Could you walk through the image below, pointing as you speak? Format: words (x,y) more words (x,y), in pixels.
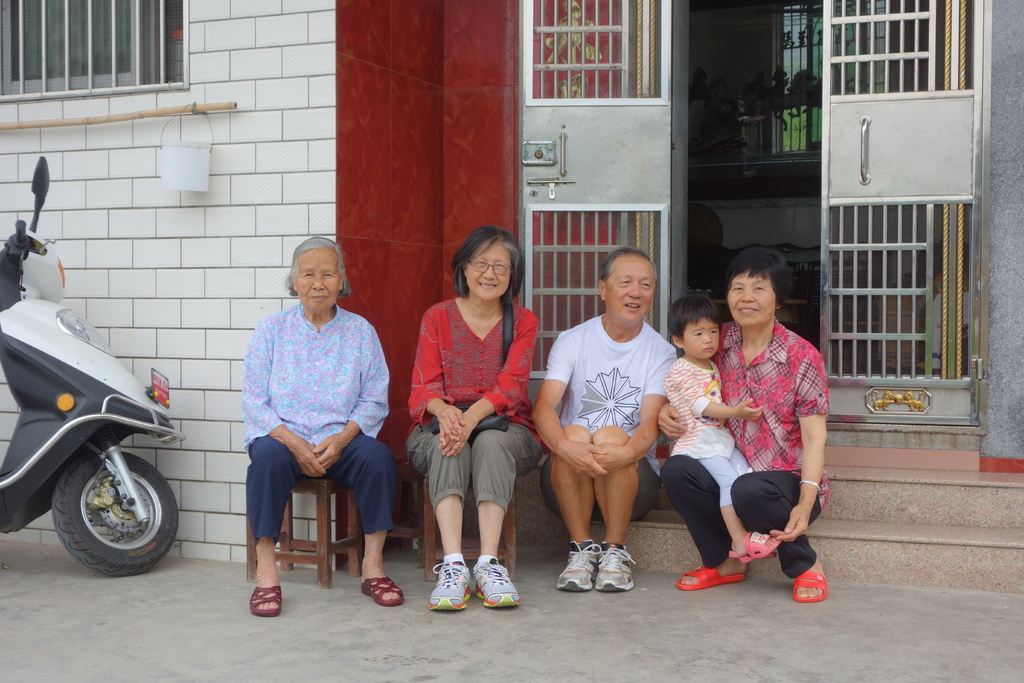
In this image we can see people (568,385) sitting. In the background of the image (1006,10) there is a house (345,193), door (659,68), window (115,45). To the left side of the image (3,285) there is a vehicle (147,427). At the bottom of the image (295,608) there is floor (532,608).
